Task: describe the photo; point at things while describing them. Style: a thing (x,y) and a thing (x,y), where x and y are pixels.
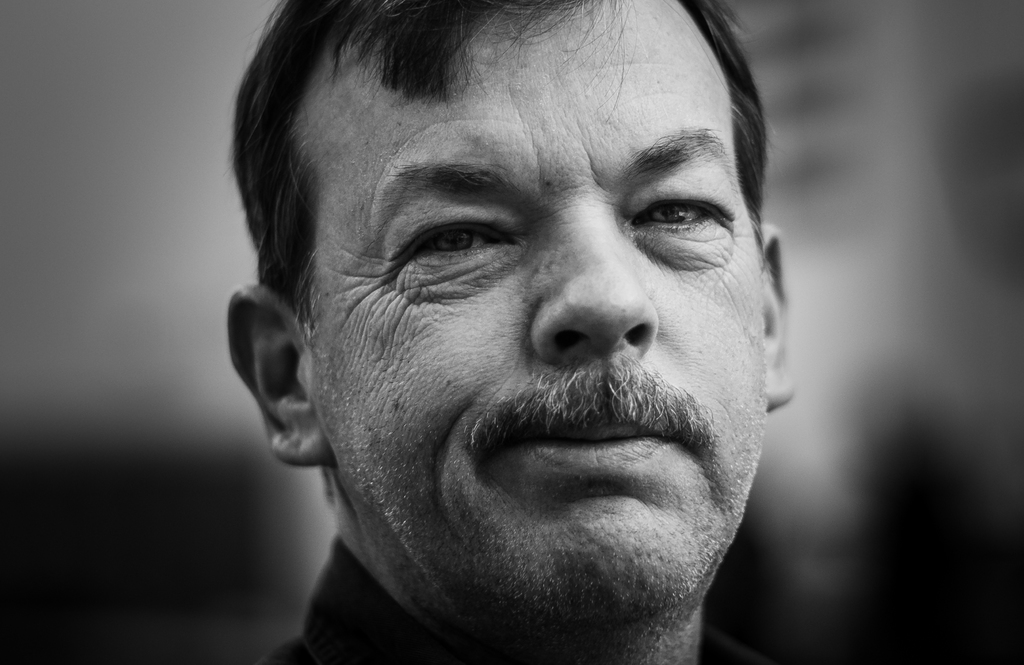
In the image we can see there is a face (517,358) of a man (517,358) and the image is in black and white colour.
